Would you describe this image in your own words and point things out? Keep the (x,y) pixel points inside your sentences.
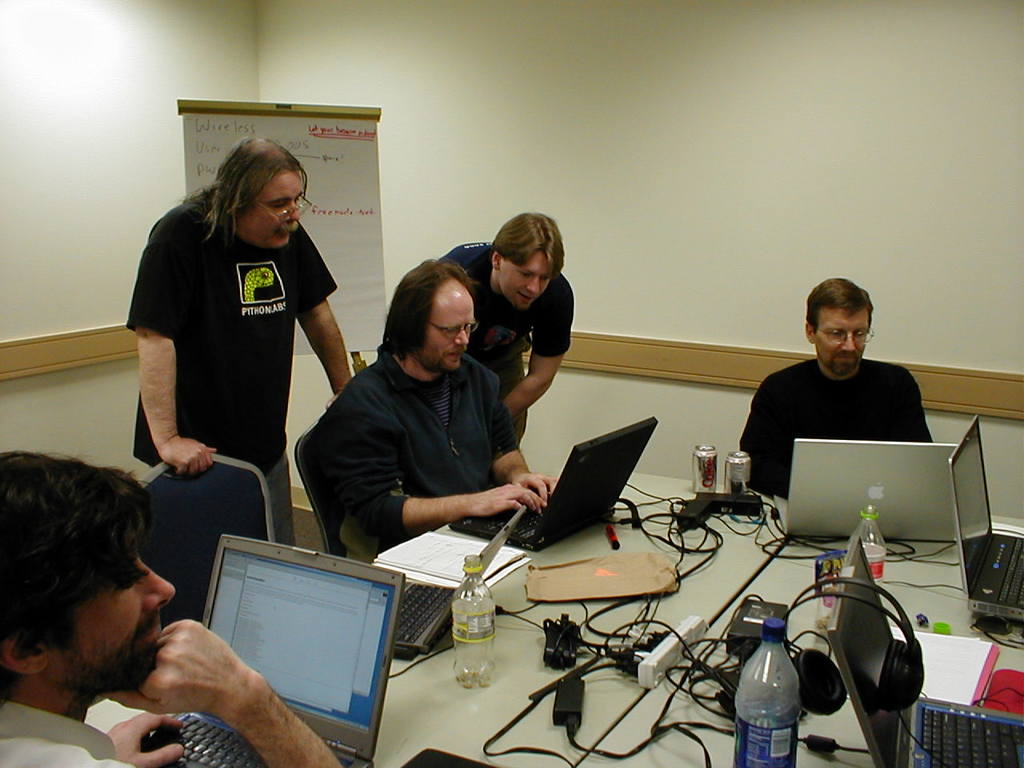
In this image I can see the group of people (280,445). Among them two people (275,502) are standing. In front of them there is a laptop (584,477), bottle (468,626), headset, tin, papers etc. At the backside of this person (282,235) there is a board (309,231) and something written on it. And at the background of these people (480,274) there is a wall (763,137).
